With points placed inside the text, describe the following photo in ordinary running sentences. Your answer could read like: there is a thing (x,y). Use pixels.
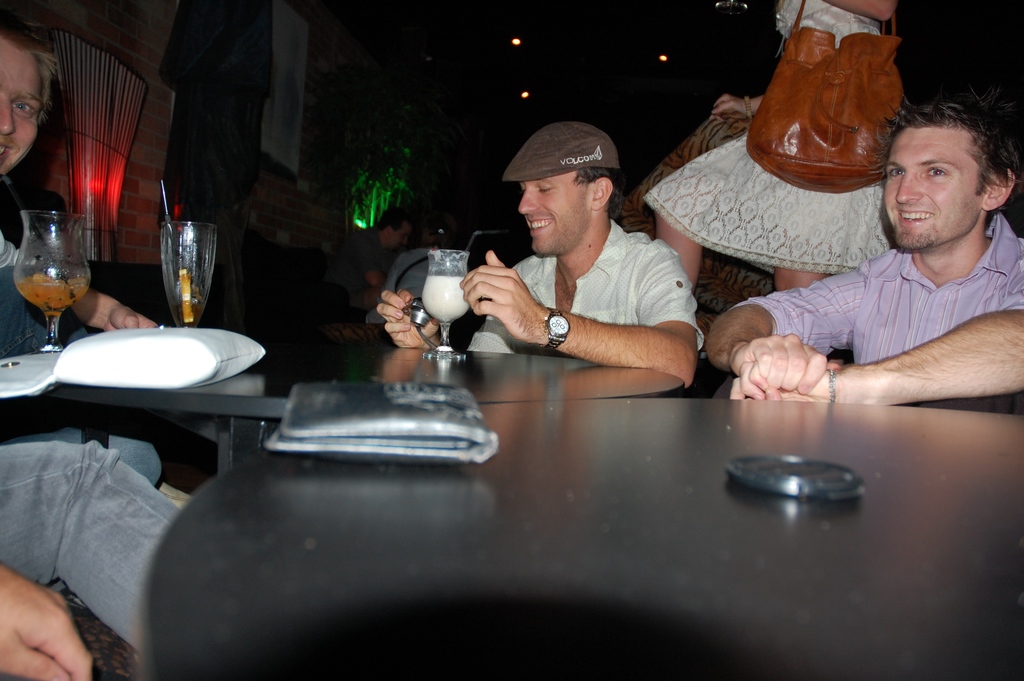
On the left hand side (29,113), there is a person (33,134) sitting and laughing. In front him, there are two glasses (53,259) on the table (202,387). On the right hand side (957,261), there are two persons (860,295) sitting and laughing. One of them is looking at some object (422,309). In the background (759,240), there is a woman (783,214) standing and holding a hand bag (831,89), some lights (527,95), trees (346,150), wall (147,141), some persons (345,270) and other materials (271,258).
